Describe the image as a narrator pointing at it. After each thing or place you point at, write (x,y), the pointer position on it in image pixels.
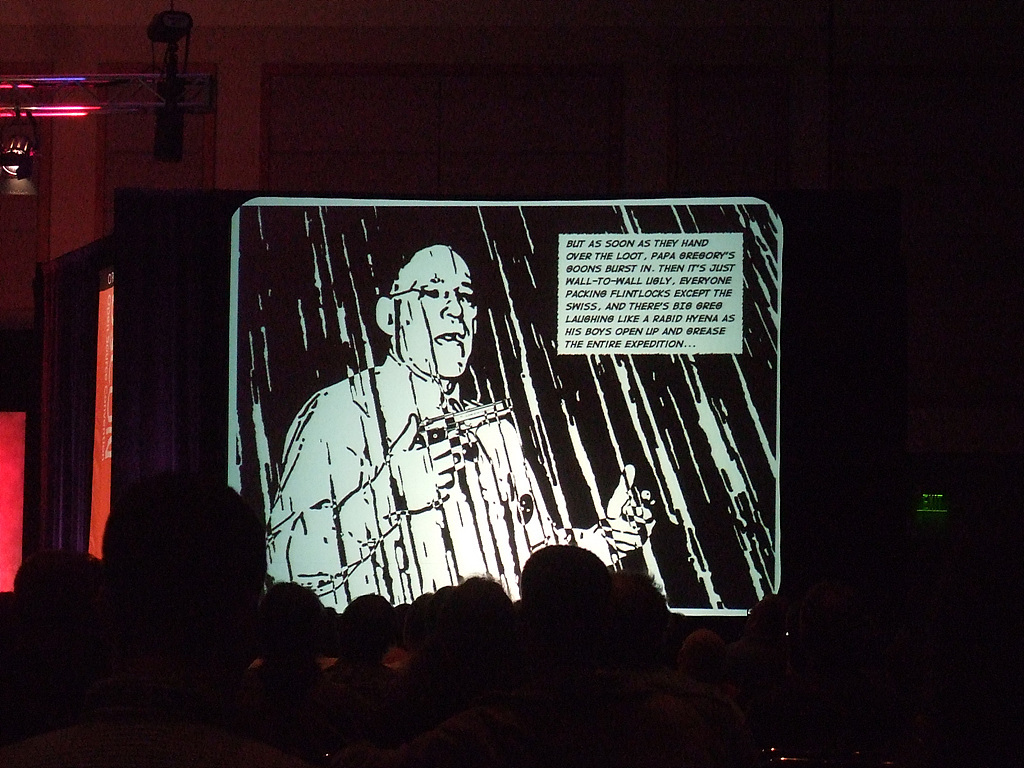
In this picture I can observe a screen (245,347). In the screen (405,375) there is a person (391,453) holding a gun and I can observe some text (636,299). In front of the screen (423,374) there are some people (272,675) sitting in the chairs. In the background (294,108) there is a wall (641,121).
